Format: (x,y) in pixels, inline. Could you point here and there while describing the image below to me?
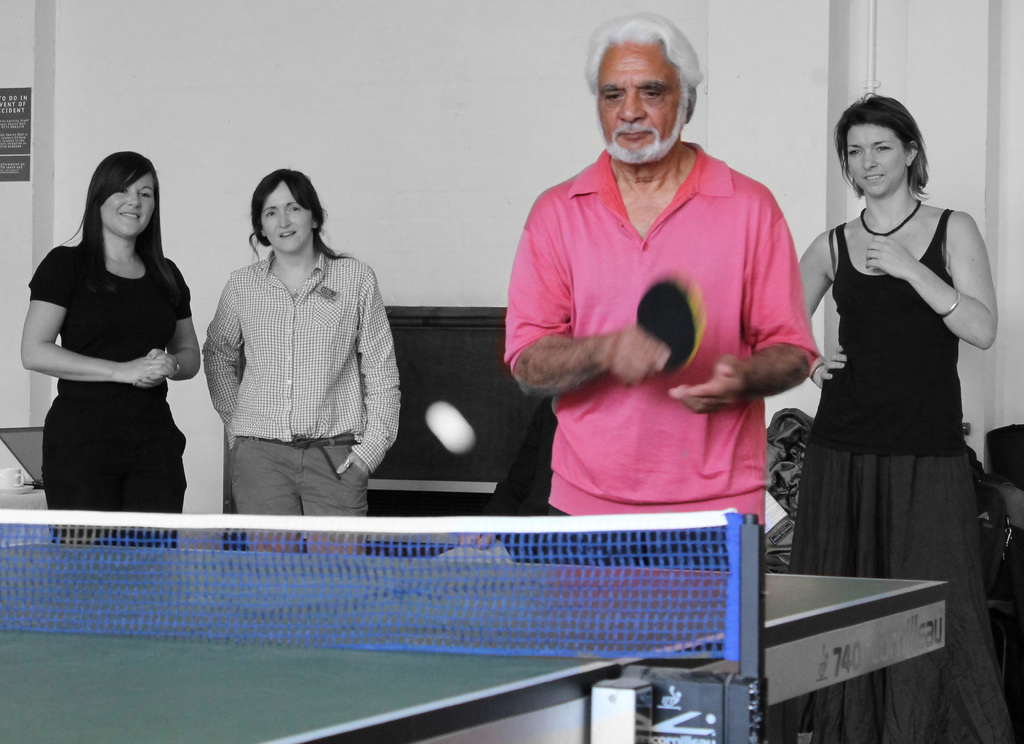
In the picture we can see three women (301,262) and one man (637,83) standing, man (646,69) is playing a table tennis, background (447,80) we can find a white wall (541,69), a man (611,69) is wearing a pink T-shirt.
